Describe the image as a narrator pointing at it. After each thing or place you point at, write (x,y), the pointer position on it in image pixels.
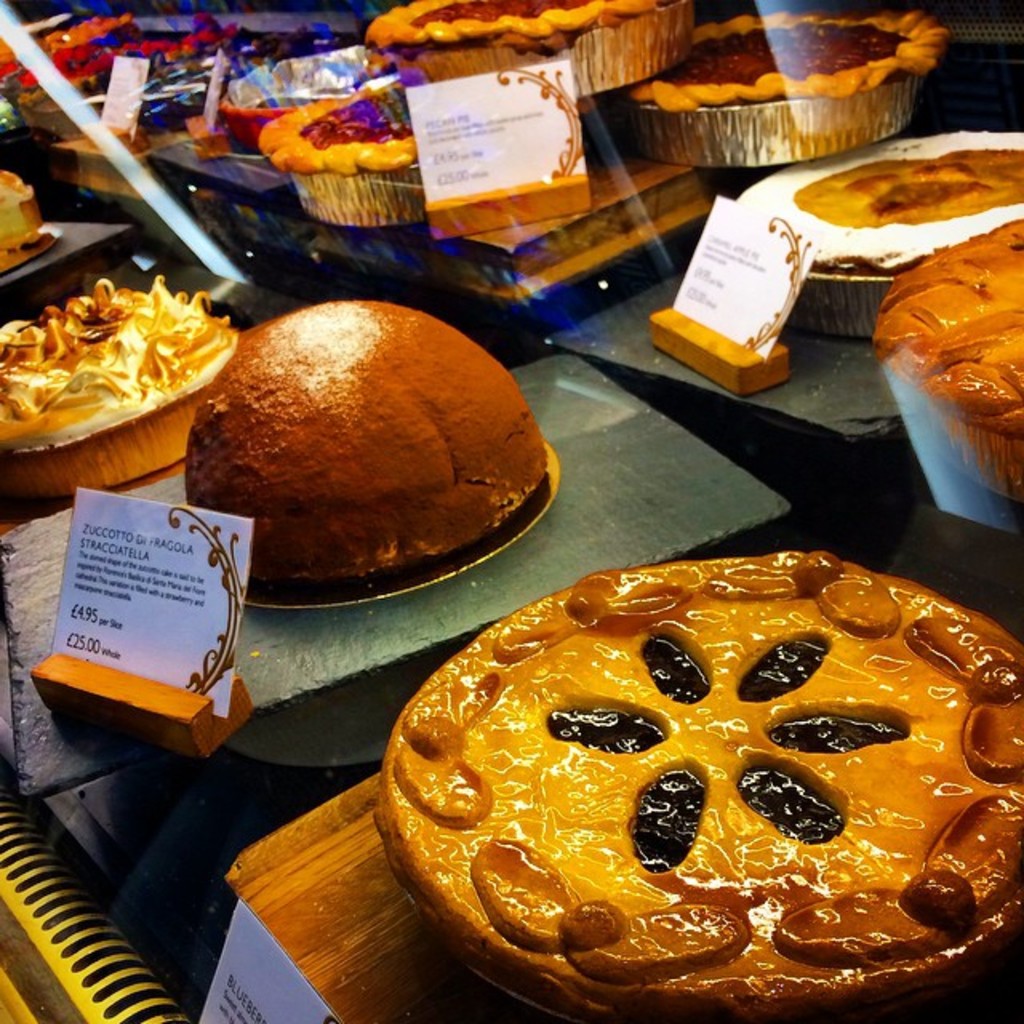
In this image we can see glass (22,45) and through the glass (633,261) we can see cakes (461,501) in the plates (591,566) and there is a food item (355,433) on a plate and all the items (376,406) are on a platform (600,374).
